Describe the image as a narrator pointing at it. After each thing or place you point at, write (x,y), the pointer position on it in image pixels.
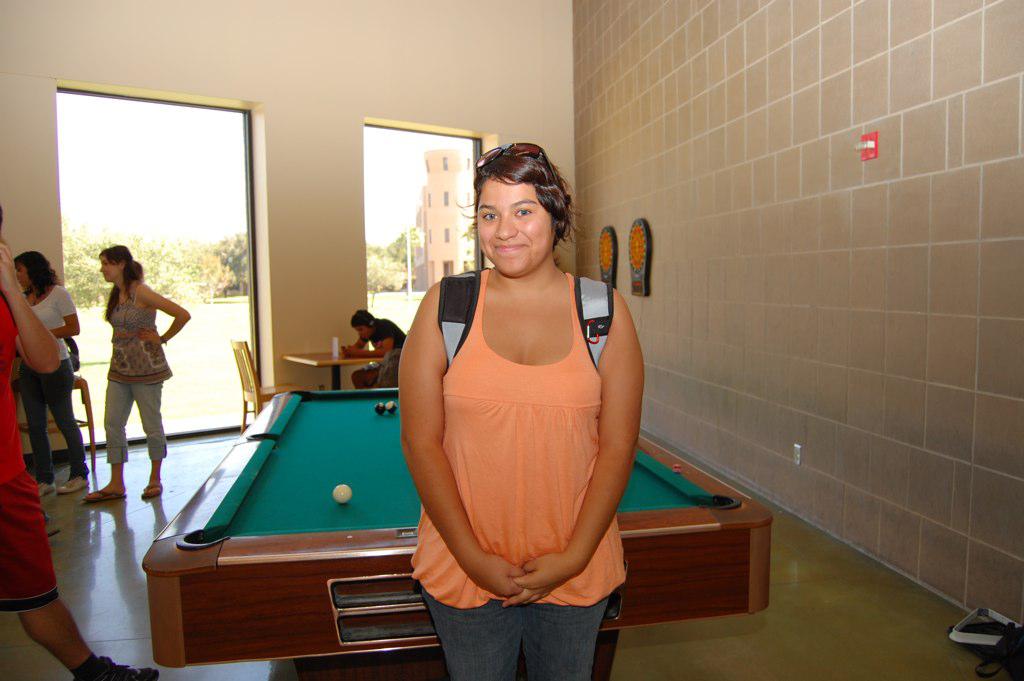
In this picture we can see a woman (569,205) standing on the floor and she is smiling, and at back there are snookers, and to that opposite a person (360,314) is sitting on the chair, and in front there is table (345,364), and here there is wall (669,208), and here there is a glass (436,171), and there is the building (428,228) and here the women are standing.
